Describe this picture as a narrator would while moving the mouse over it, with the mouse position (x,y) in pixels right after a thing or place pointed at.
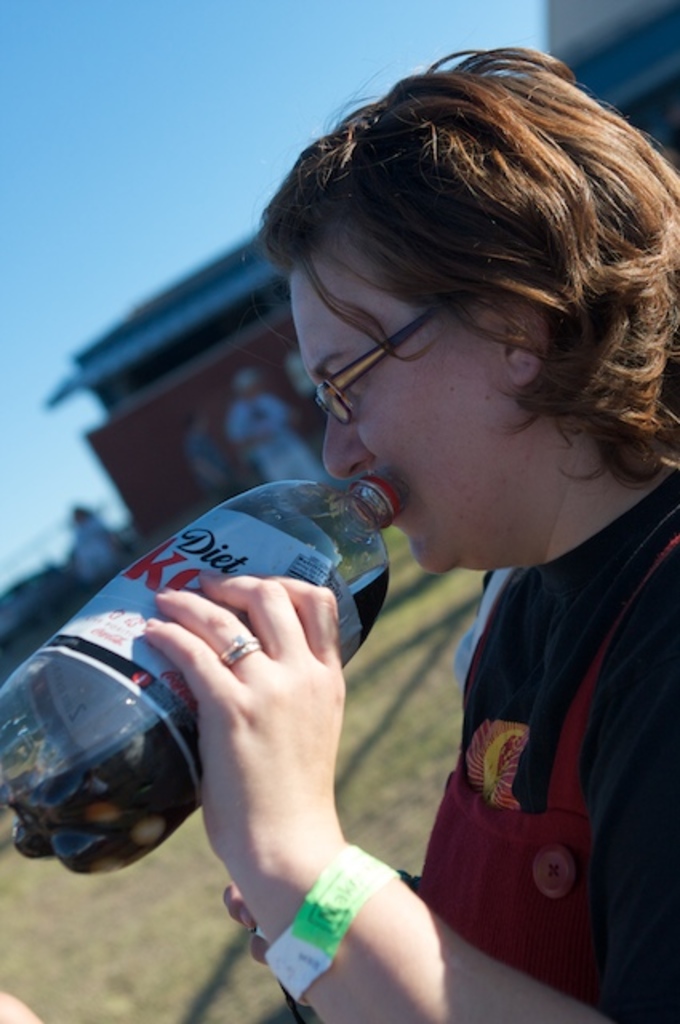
In this image I can see a person (291,615) holding the bottle (170,697). In the background (122,386) there is a building (146,323) and the sky (152,93).
